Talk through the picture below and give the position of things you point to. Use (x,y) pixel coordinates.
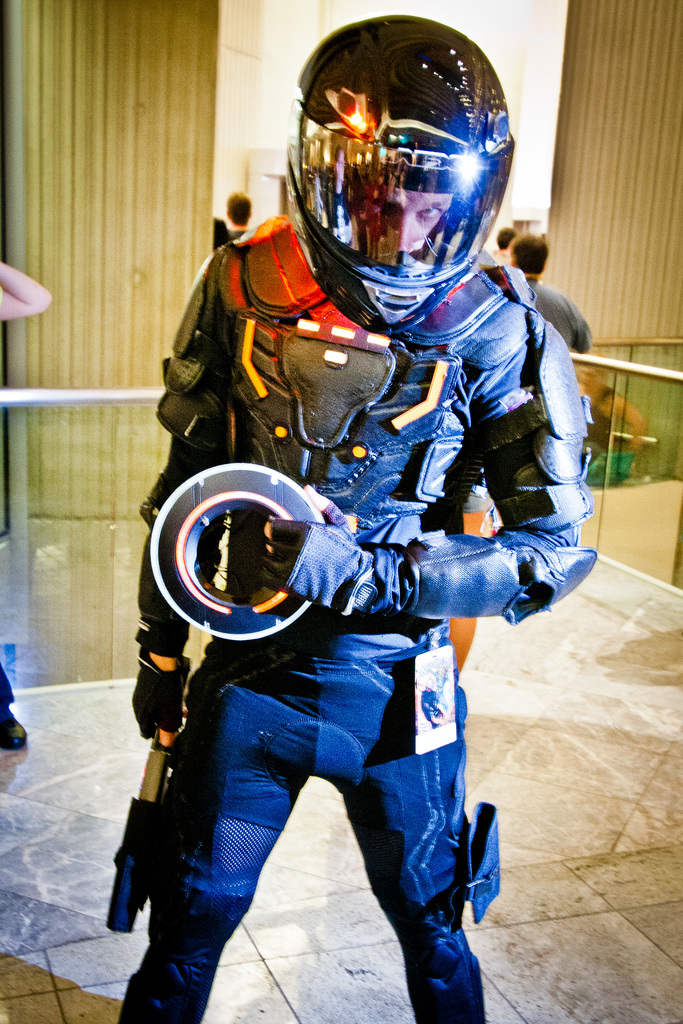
In this image we can see few people (376,434). A person (324,516) is wearing the costumes (349,621) and holding some objects (257,617) in his hand (302,541) There are few people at the right side of the image (637,425). There is a person (20,313) standing at the left side of the image (12,313). There is a glass fence (641,451) in the image.
